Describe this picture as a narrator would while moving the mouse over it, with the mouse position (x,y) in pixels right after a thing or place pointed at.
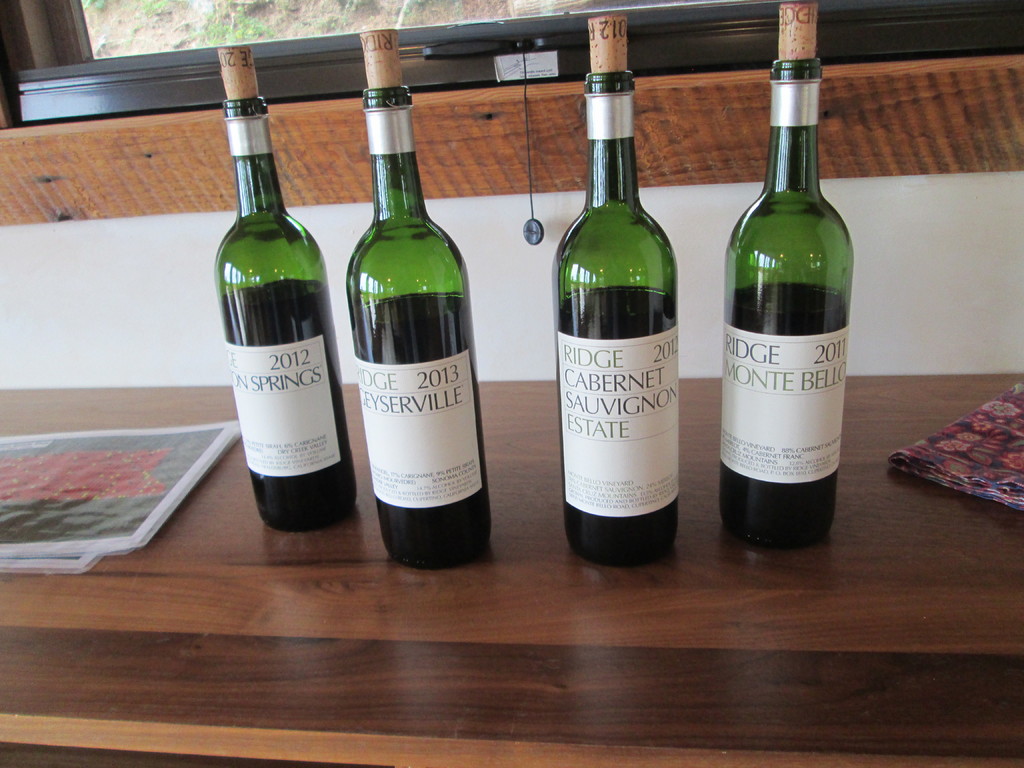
In this image there is a table (438,648) in the middle (528,418) on that there is a paper (138,538), cloth (967,464) and 4 bottles (658,426). In the background (546,299) there is a wall (501,294) and window (153,46).
